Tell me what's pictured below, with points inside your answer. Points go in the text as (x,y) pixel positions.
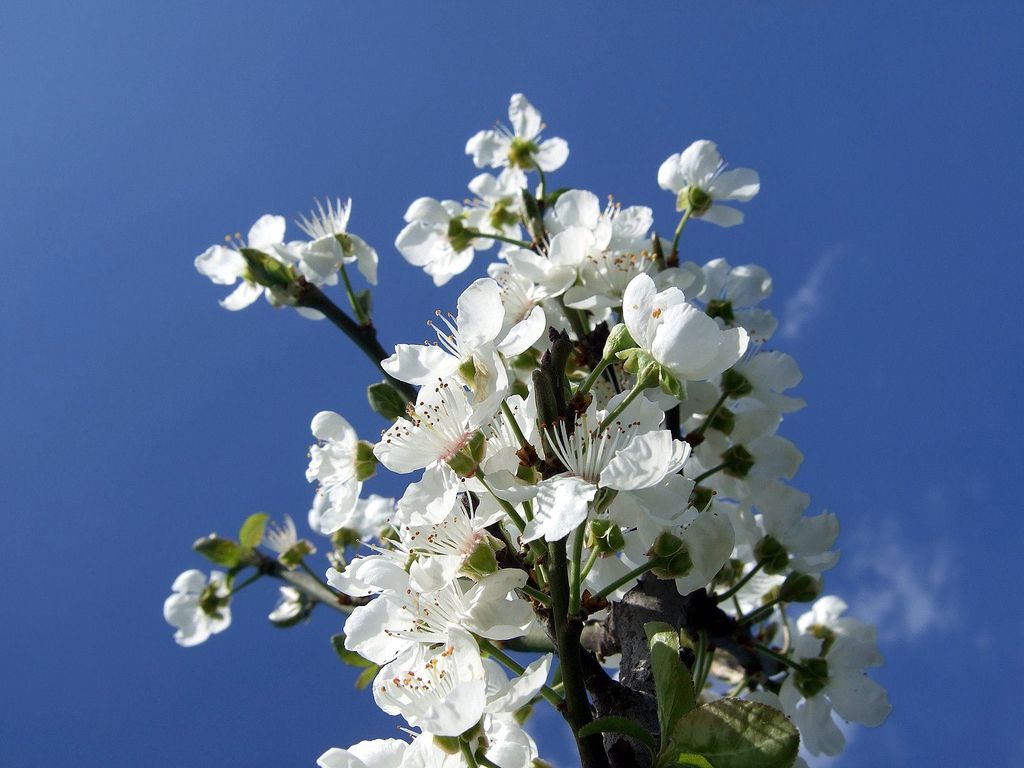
We can see flowers (340,480) and plant (642,663). In the background (45,276) we can see sky (879,615).
